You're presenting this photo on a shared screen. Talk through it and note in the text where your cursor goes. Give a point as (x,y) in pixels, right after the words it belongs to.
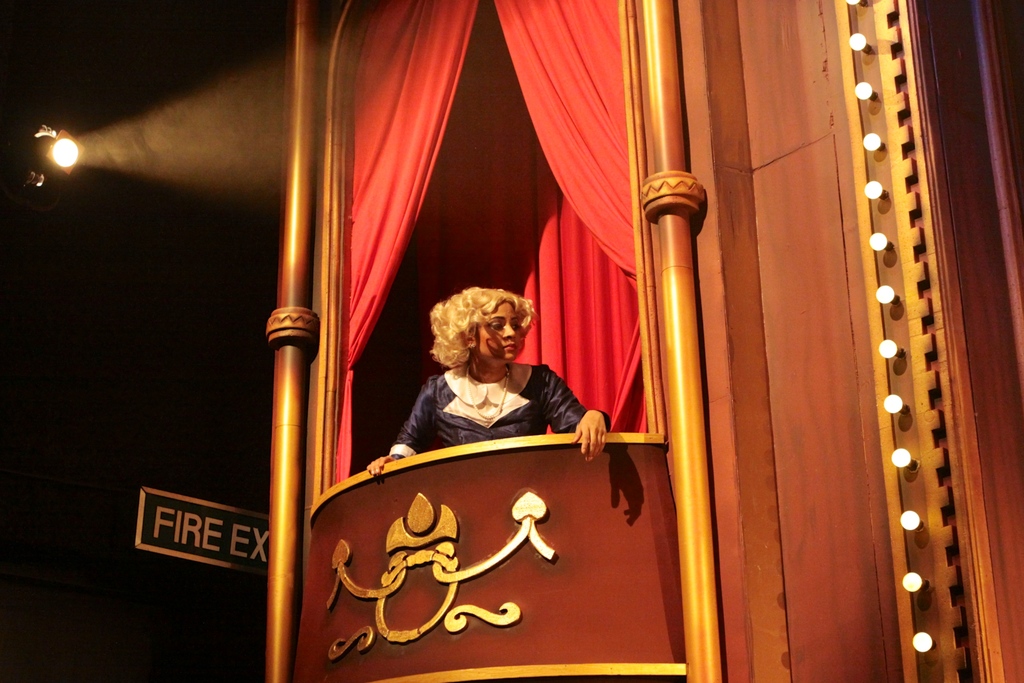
In this image there is a woman (423,446) standing on a balcony (503,443), behind the woman (489,342) there is a curtain (509,193), to the left of the woman (435,339) there is a focus light (37,159) and exit board (229,510), to the right of the woman (589,427) there are lamps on the wooden wall (727,289).
